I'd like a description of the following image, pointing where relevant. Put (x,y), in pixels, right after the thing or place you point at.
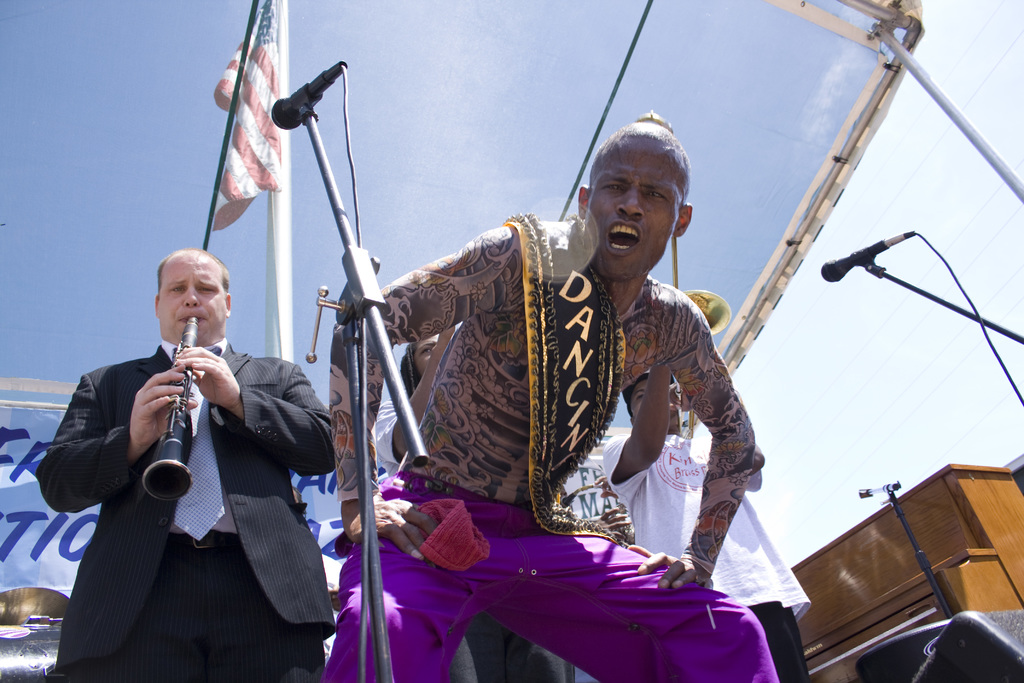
In the picture we can see a man (112,399) is playing a musical instrument (159,490) and beside him we can see another man (646,131) bending and singing a song near the microphone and behind him we can see a man (726,562) with white T-shirt (743,560) and beside him we can see a wooden piano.
